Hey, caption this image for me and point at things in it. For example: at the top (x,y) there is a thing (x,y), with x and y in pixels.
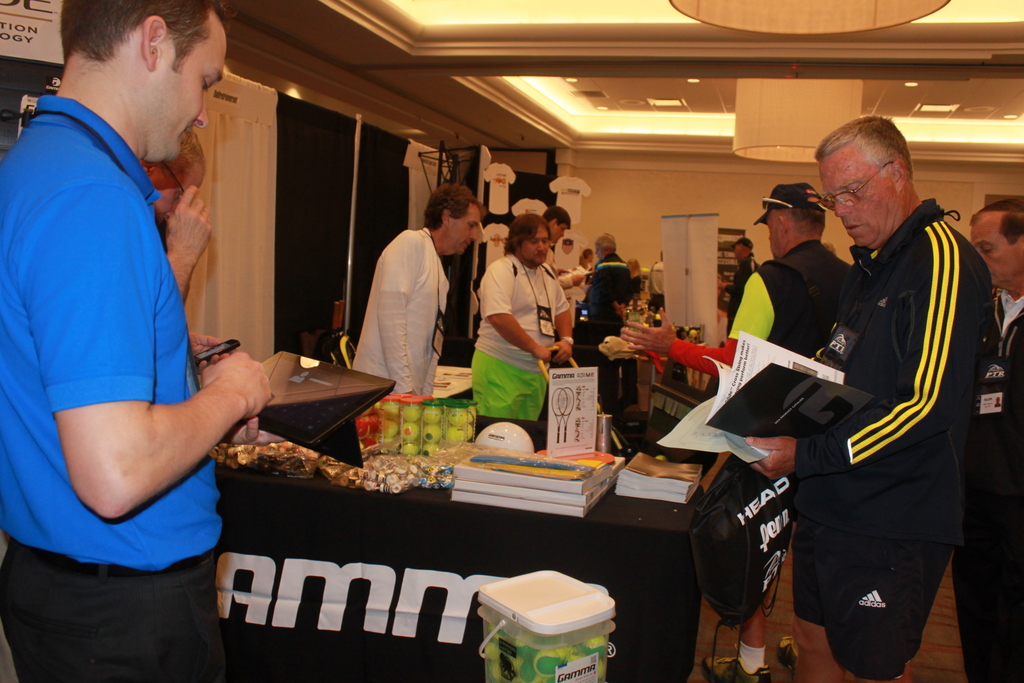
In this picture we can see some people (61,548) are standing in front of the table (432,566) on it few objects (547,492) are placed.
